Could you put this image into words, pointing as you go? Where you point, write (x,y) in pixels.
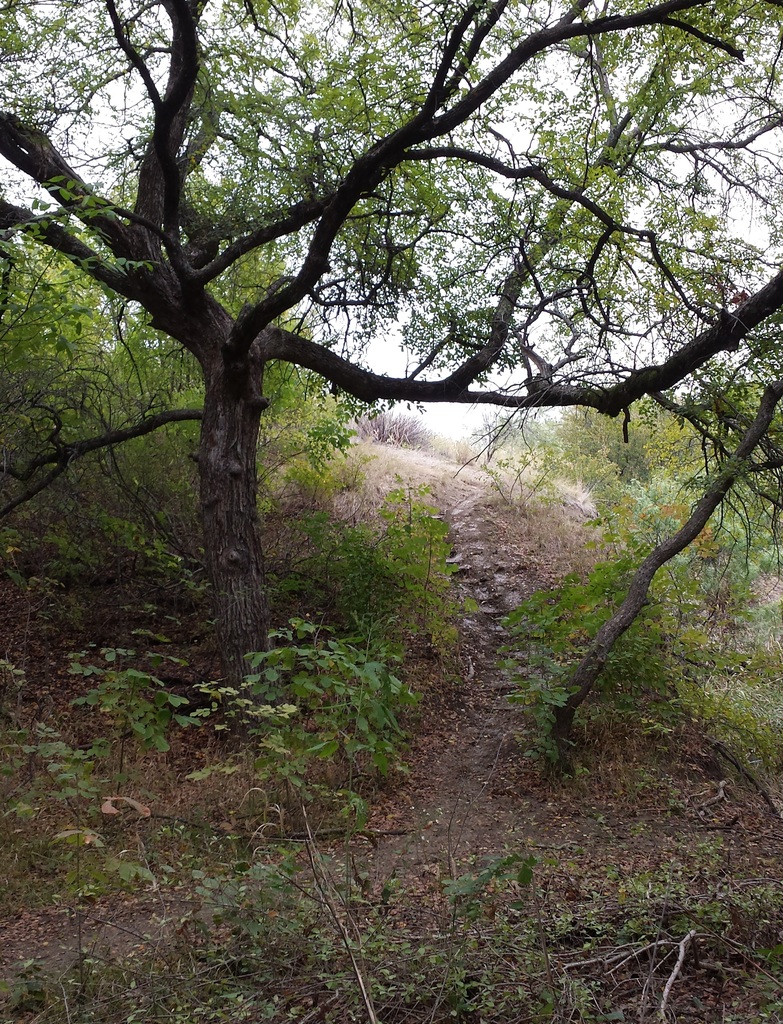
In the background (241,91) we can see the sky (164,67). In this picture we can see the trees (4,146) and the plants (712,517). It looks like a forest area (664,510).
